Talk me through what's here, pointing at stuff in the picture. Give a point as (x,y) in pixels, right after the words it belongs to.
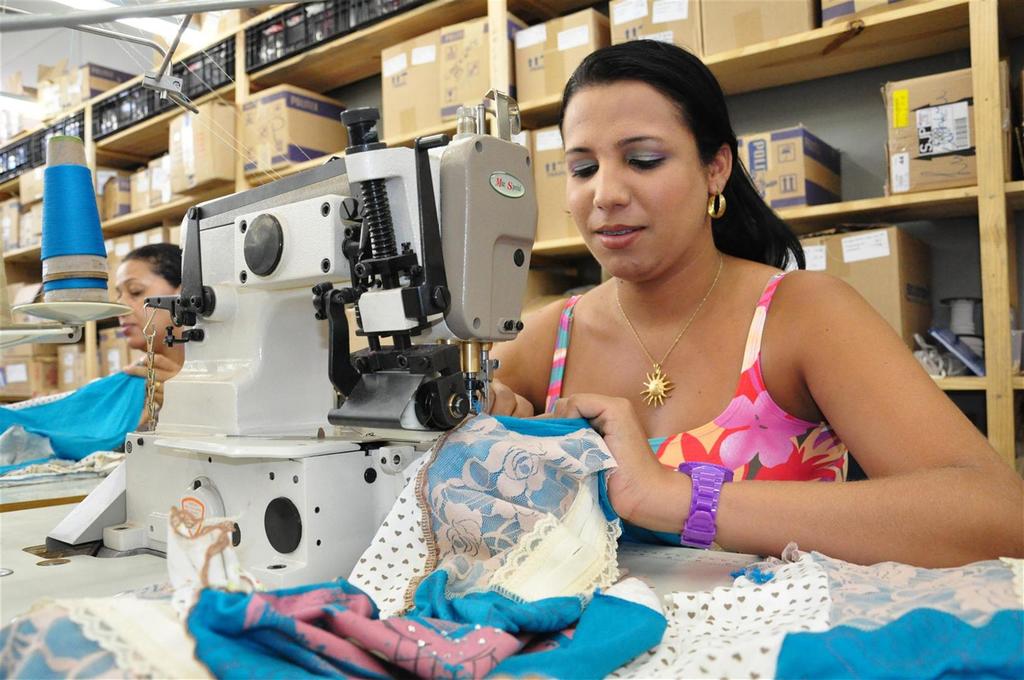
There are two women (761,400) sitting. This looks like a sewing machine (357,437). These are the clothes (57,412). This looks like a thread (64,241), which is blue in color. I can see the cardboard boxes (462,89), which are arranged in the wooden rack (242,54).
